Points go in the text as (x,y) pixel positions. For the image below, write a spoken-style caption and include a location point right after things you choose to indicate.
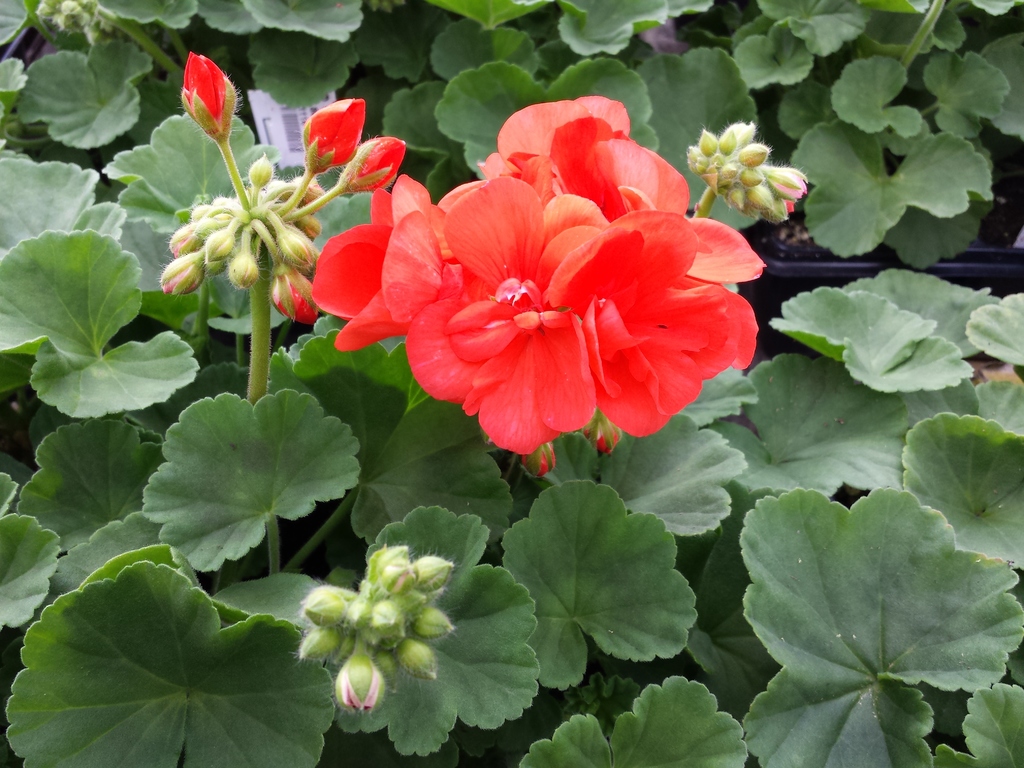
In the image in the center (617,417) we can see plants (386,345) and few flowers (480,215), which are in red color.
